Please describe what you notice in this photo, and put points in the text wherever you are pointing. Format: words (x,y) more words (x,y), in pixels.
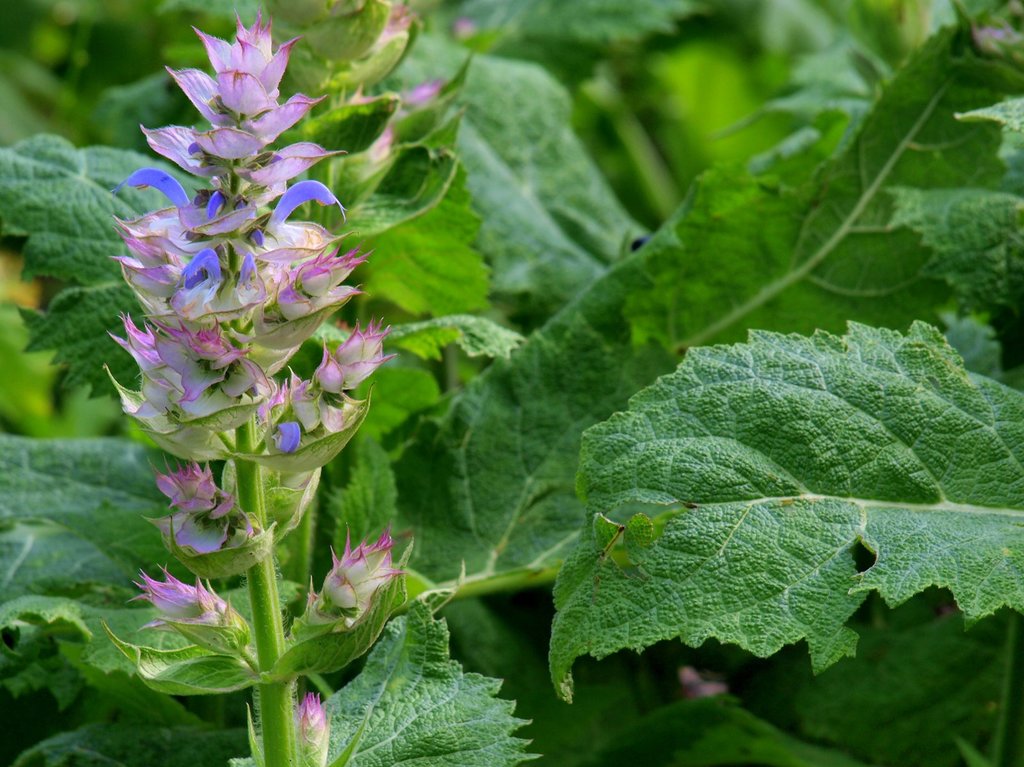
In this image there is a plant (291,667) having few flowers (257,163) and leaves (361,694). Background (92,151) there are few plants (588,229) having leaves (670,461).
